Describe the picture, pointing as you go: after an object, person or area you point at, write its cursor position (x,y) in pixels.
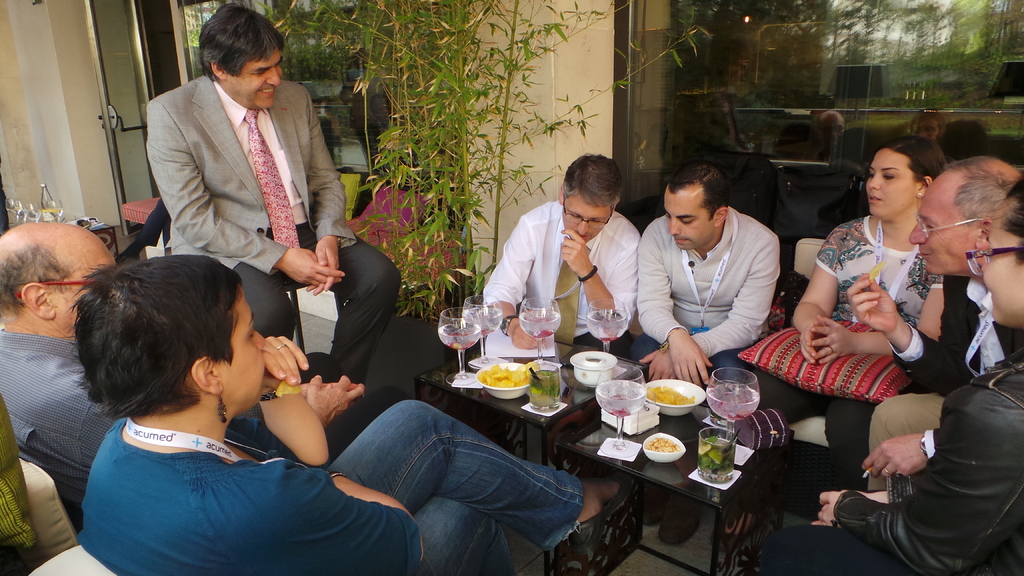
In this image we can see men (277,277) and women (293,410) are sitting. In front of them, there are tables (675,476). On the tables (529,417), we can see glasses (615,375), bowls (689,397), tissues (608,445) and food item (656,395). In the background (457,193), there is a plant (432,91), wall (543,97), glass (902,77) and door (115,92). We can see glasses (36,210) and a bottle (41,195) on the left side of the image (44,194).
